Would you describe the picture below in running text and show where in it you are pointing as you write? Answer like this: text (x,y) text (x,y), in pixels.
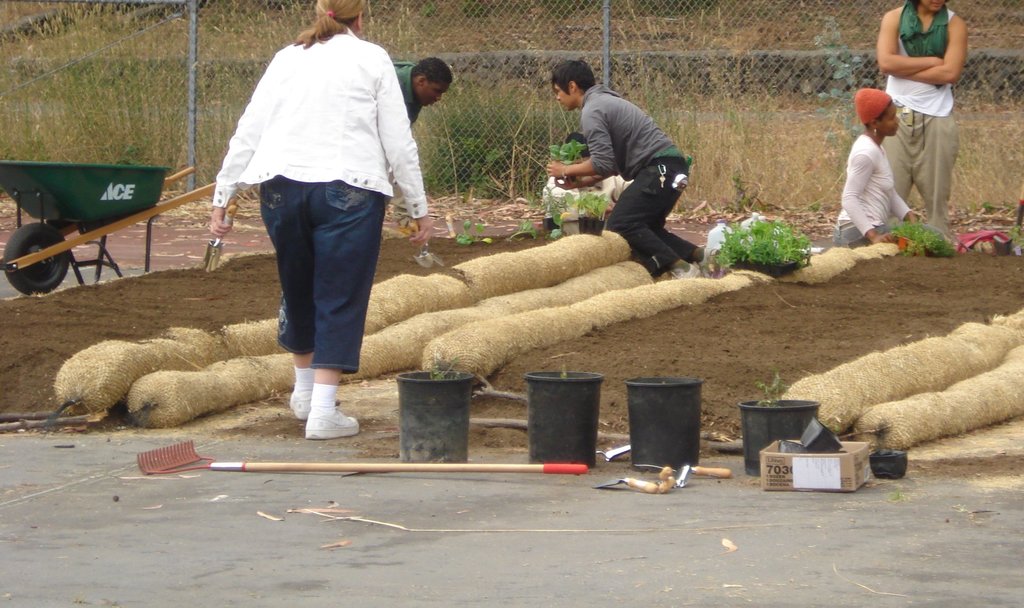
In this picture I can see few people (926,144) standing and a man (605,146) holding plants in his hands (552,170) and I can see few plants (599,199) in the pots (662,405) and I can see a woman (324,282) holding couple of instruments (434,260) In her hand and I can see a man (942,98) standing and I can see dry grass (471,287) and soil (643,335) on the ground (829,343) and I can see grass (555,117) on the ground (497,9) and a trolley (112,223) on the left side of the picture (71,250) and I can see few instruments (328,469) on the ground (804,513).
